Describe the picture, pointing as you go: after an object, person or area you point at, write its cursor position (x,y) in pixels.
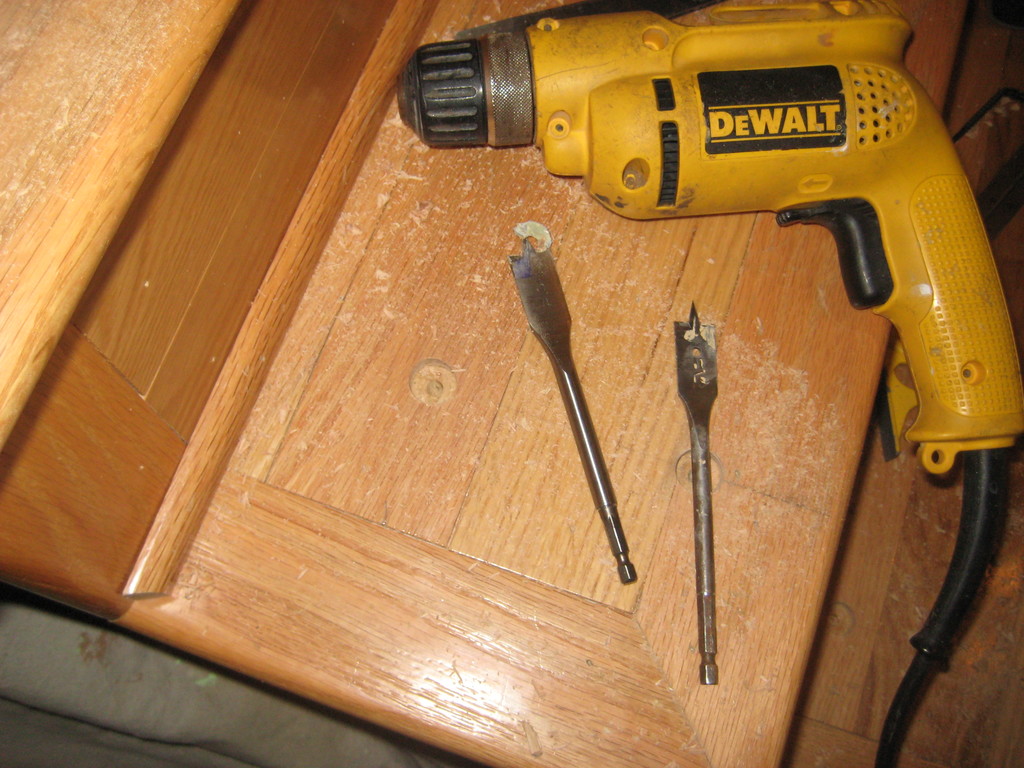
In this picture we can see a table (424,340). On the table (466,339) we can see a drilling machine (920,177) with wire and blades (702,508). At the bottom of the image (179,723) we can see the floor (281,749).
